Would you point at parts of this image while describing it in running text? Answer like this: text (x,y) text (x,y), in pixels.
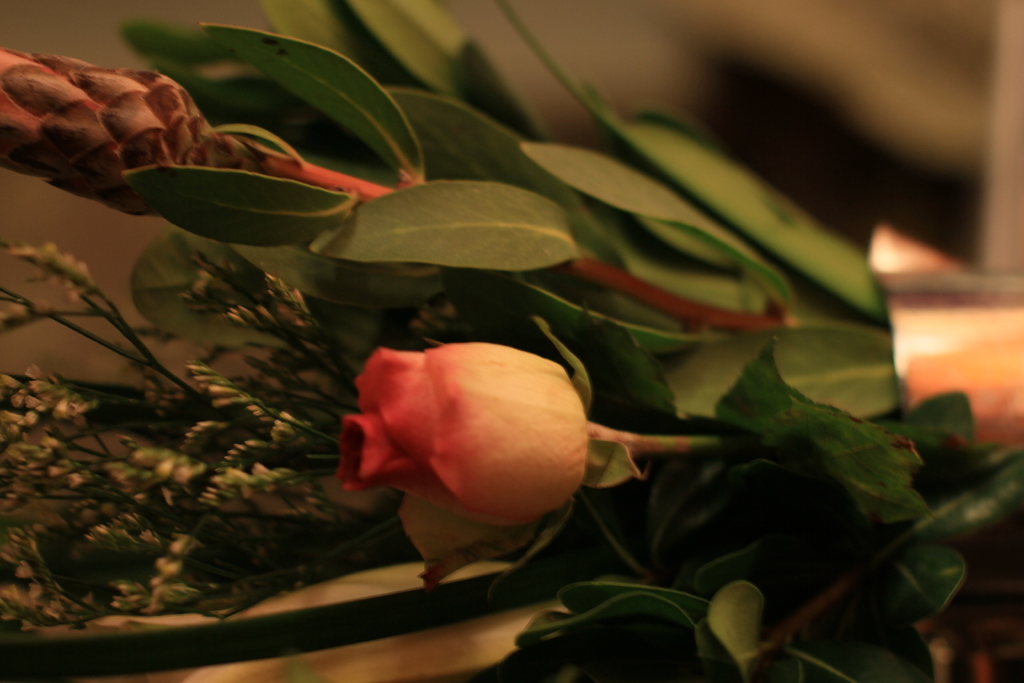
In this image we can see flowers (379,382) and leaves (555,289).
